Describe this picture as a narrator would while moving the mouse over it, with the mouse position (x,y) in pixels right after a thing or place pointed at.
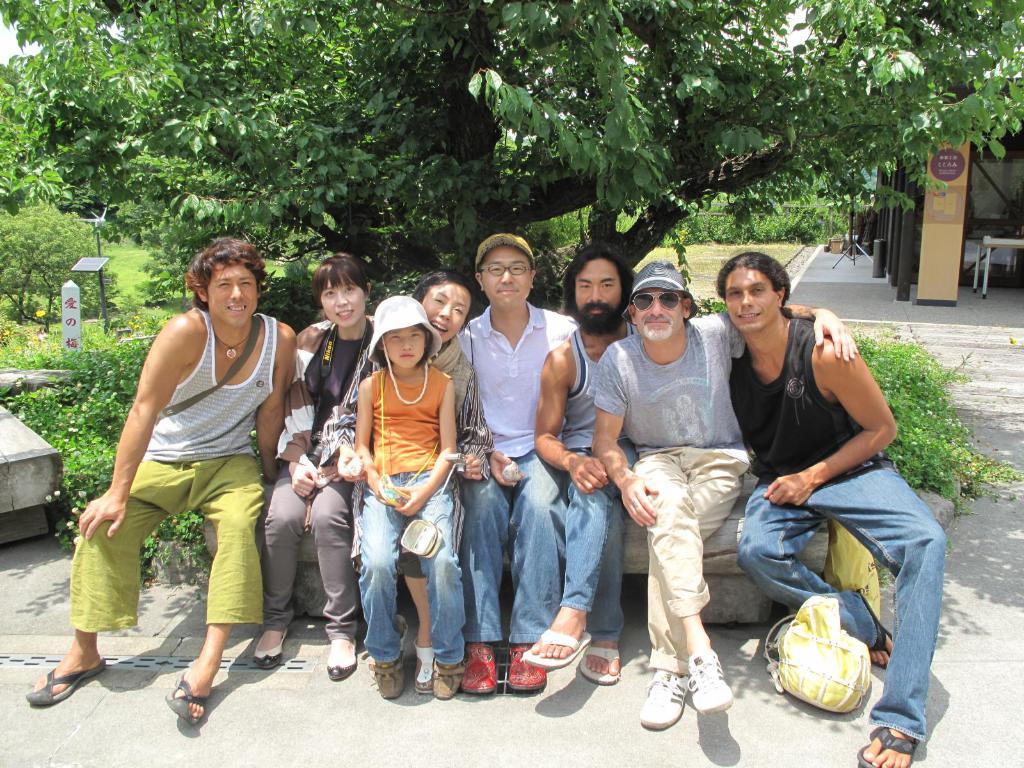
In this image there are groups of persons (549,550) sitting on a stone (755,580) and holding objects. And there is a bag (863,579) beside them. And at the background (264,241) there are trees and table (1004,252).
